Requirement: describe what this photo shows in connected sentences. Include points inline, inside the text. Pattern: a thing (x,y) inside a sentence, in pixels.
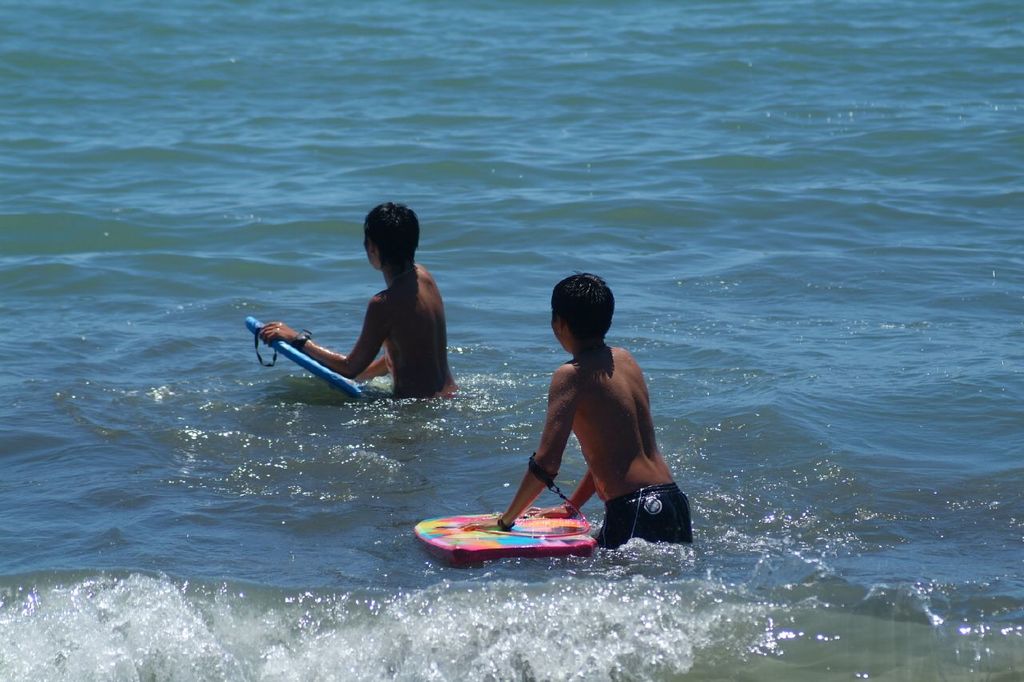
Here we can see two people (548,418) are swimming in the water (454,311), and here is the bodyboard (465,524).
